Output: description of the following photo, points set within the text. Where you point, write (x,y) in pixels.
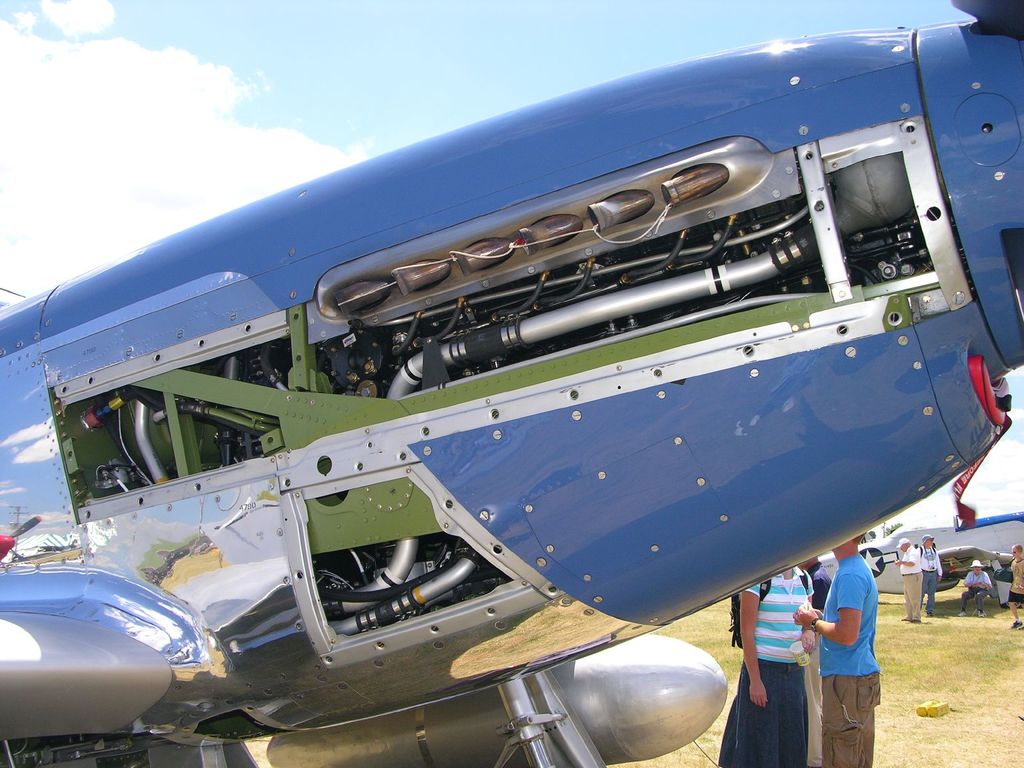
In this picture we can see airplanes (712,506), some people (861,610) on the ground (950,651), some objects (968,525) and in the background (125,133) we can see the sky (230,62).
